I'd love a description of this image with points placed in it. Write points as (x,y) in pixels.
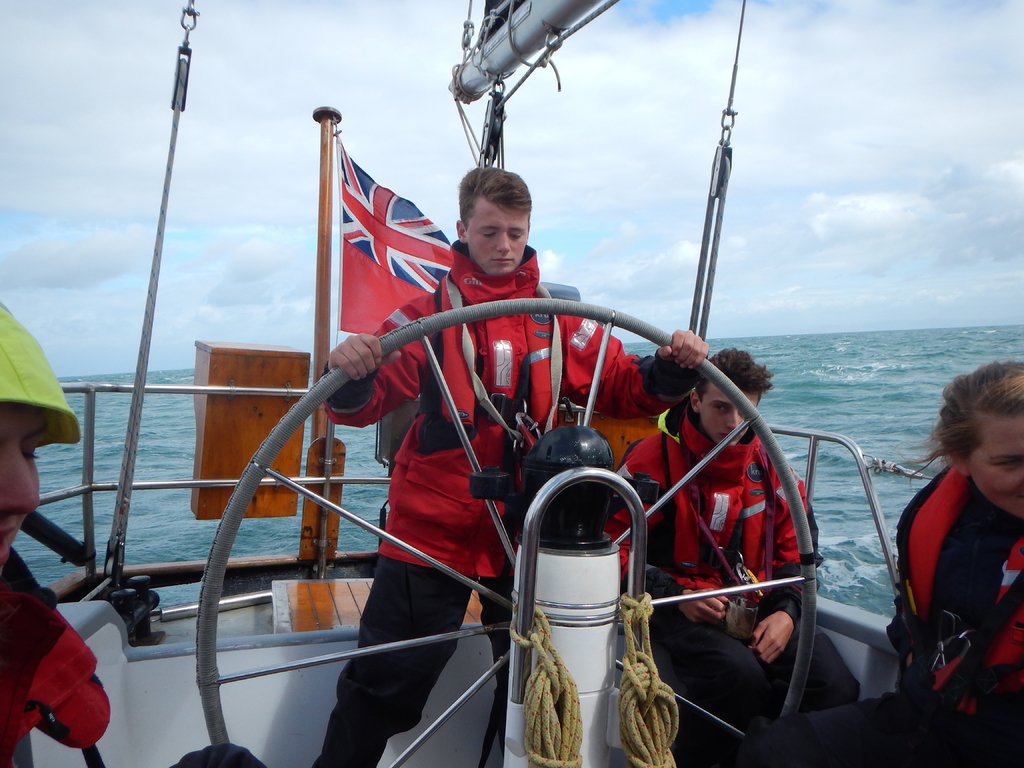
In the picture I can see people (369,395) on the boat (322,379) among them the man (684,361) who is standing is holding a wheel (254,490). I can also see a flag (363,312), poles (327,421), ropes (548,635) and fence (91,545). I can also see the sky (735,200) and the water (773,404).
